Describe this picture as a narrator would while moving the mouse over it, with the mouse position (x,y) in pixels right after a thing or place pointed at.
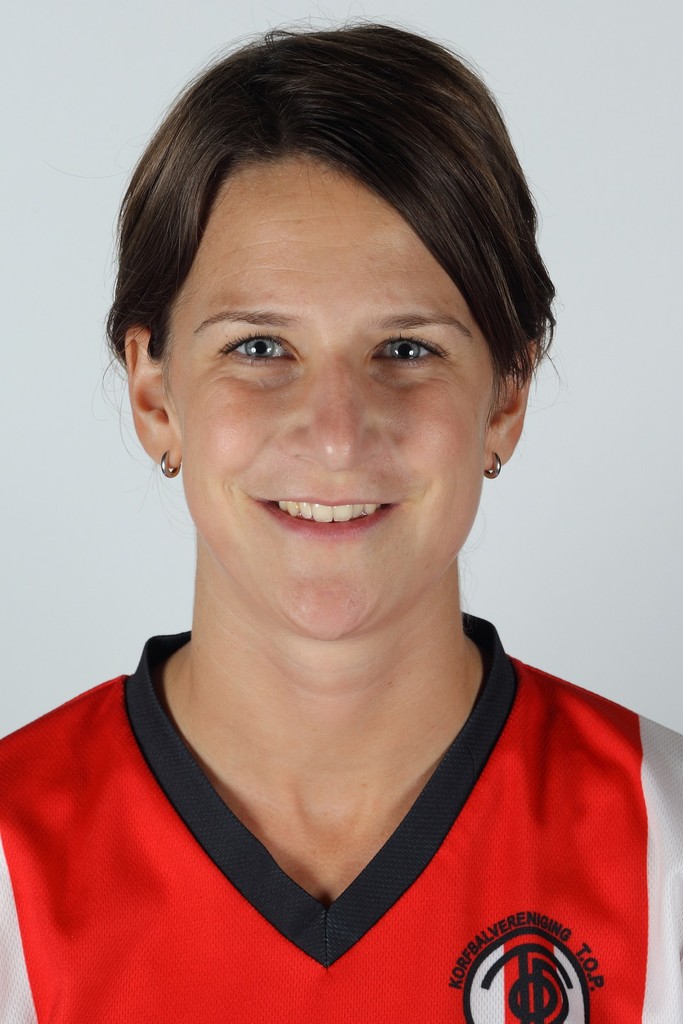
In this image we can see a lady (309,767) wearing red color dress (261,930), and earrings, she has black color hair (464,122), and she is smiling.
